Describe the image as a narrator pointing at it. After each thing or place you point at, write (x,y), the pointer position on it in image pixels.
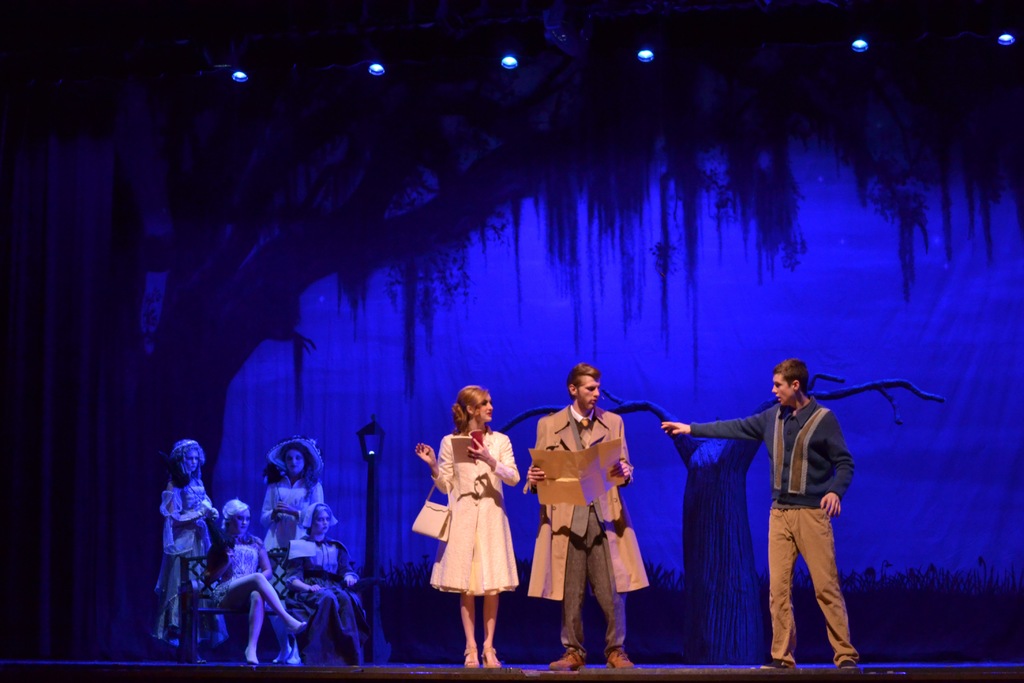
This picture seems to be clicked inside. In the center (544,420) we can see the group of people (504,535) standing on the stage (764,676). On the left (261,615) there are two persons (255,549) seems to be sitting on the bench (280,596). In the background (381,468) we can see a curtain (744,280), focusing lights (1003,39) and a trunk (742,494) of a tree (725,504).
